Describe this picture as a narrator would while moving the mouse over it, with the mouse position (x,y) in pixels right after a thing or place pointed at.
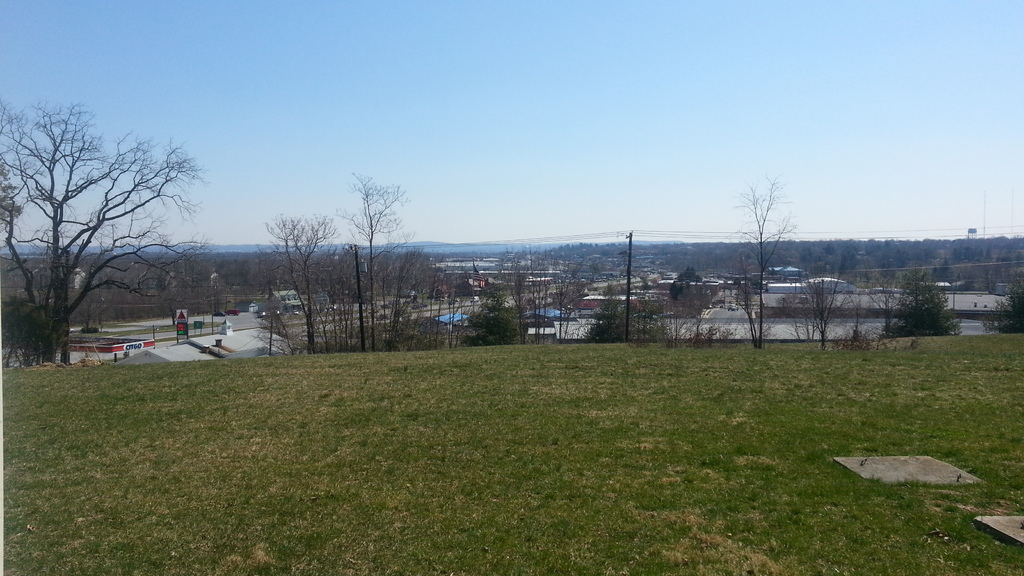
In this image there is the sky (527,100) towards the top of the image (466,93), there are houses (807,292), there is a pole (628,280), there are wires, there are trees (993,249) towards the right of the image (1020,323), there are trees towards the left of the image (8,177), there is grass (598,479) towards the bottom of the image (423,469).
